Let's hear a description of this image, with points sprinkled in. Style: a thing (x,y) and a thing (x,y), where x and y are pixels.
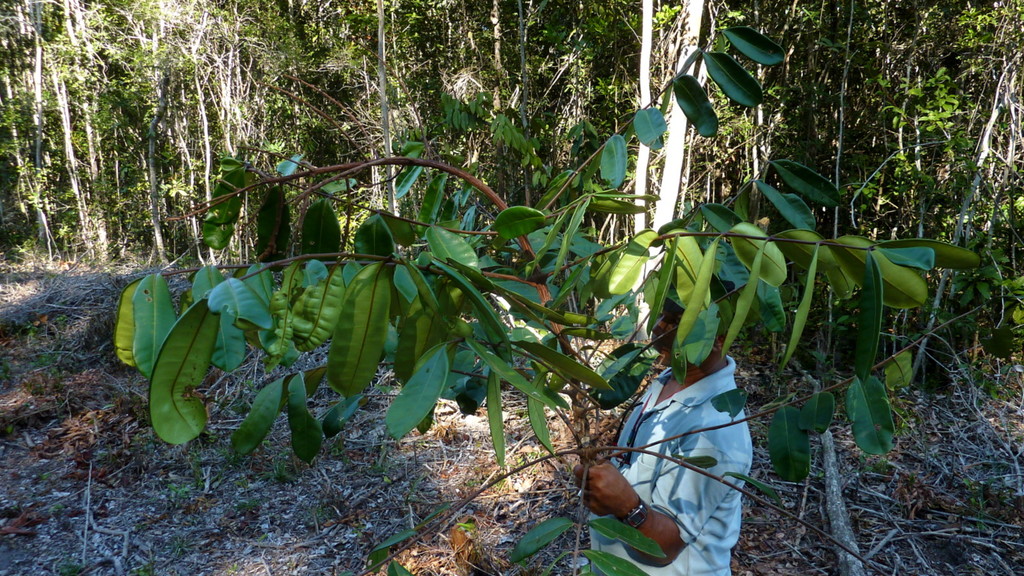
In this image we can see a person (622,475) holding a tree branch (521,318). In the background of the image (476,129) there are tree (398,144). At the bottom of the image (316,506) there are dry leaves (301,521).
